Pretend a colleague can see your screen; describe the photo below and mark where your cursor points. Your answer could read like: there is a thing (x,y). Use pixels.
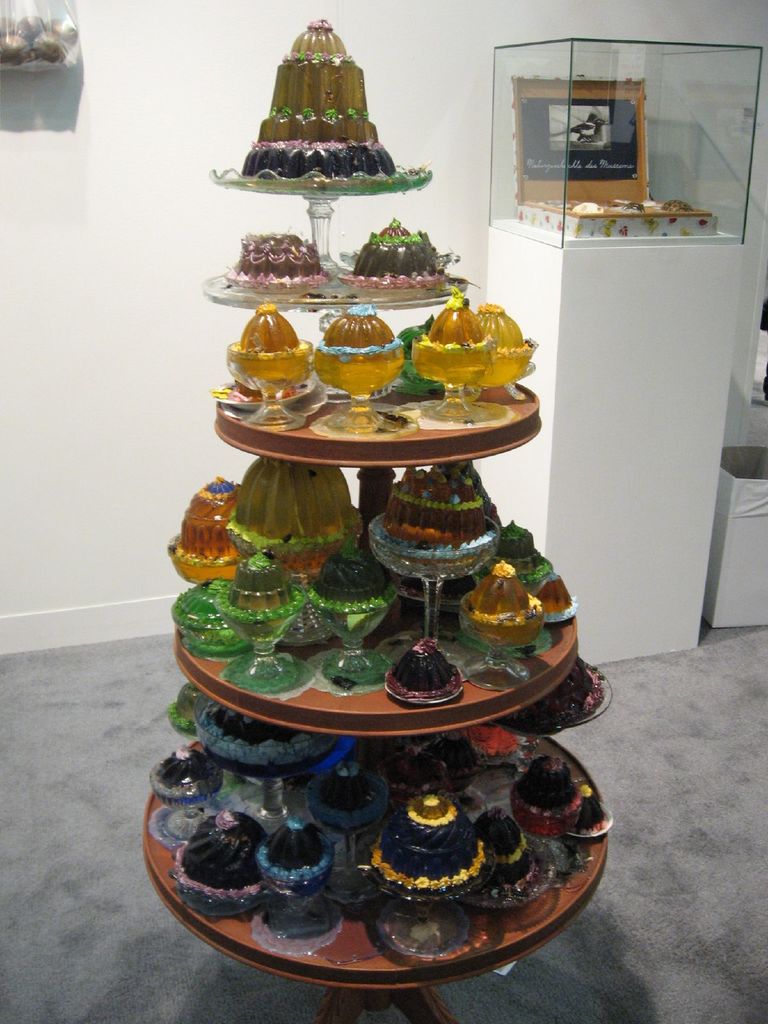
There are different types of jellies (428,385) kept on a plate (350,707), there are total five plates (313,704) kept one below the another and in the background (65,275) there is a white color wall (440,155) and in front of the wall (472,239) there is some object (587,148) kept inside the glass box (594,244).
